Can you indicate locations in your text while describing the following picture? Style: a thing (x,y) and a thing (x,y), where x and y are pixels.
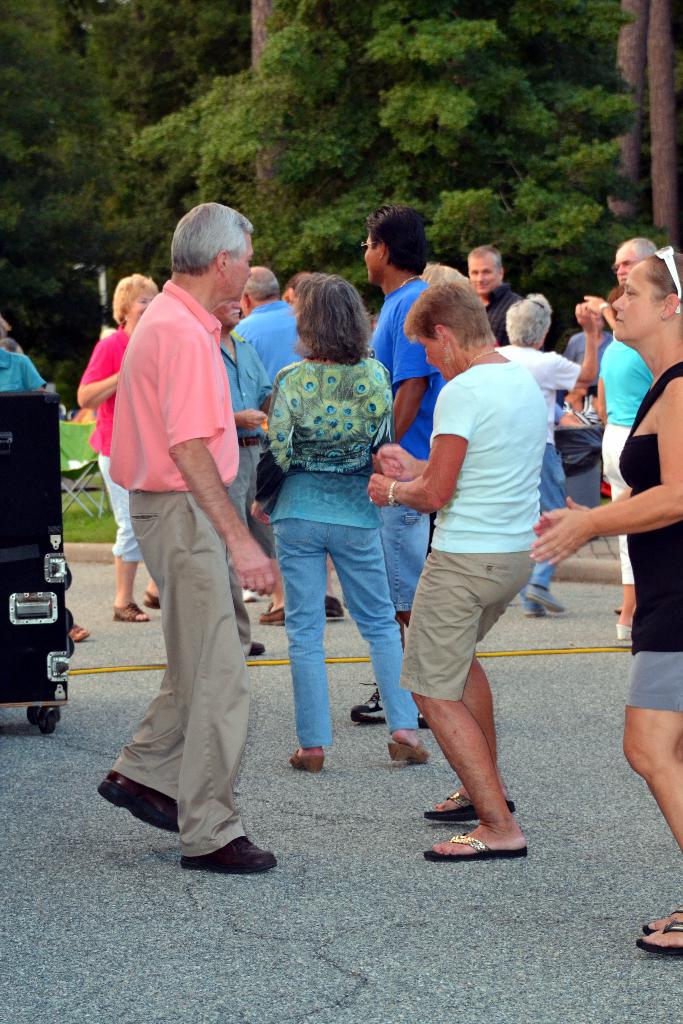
In this image we can see some people (346,545) and other objects (27,495). In the background of the image (360,254) there are trees (197,197), poles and the grass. At the bottom of the image (404,959) there is the road (278,942).
